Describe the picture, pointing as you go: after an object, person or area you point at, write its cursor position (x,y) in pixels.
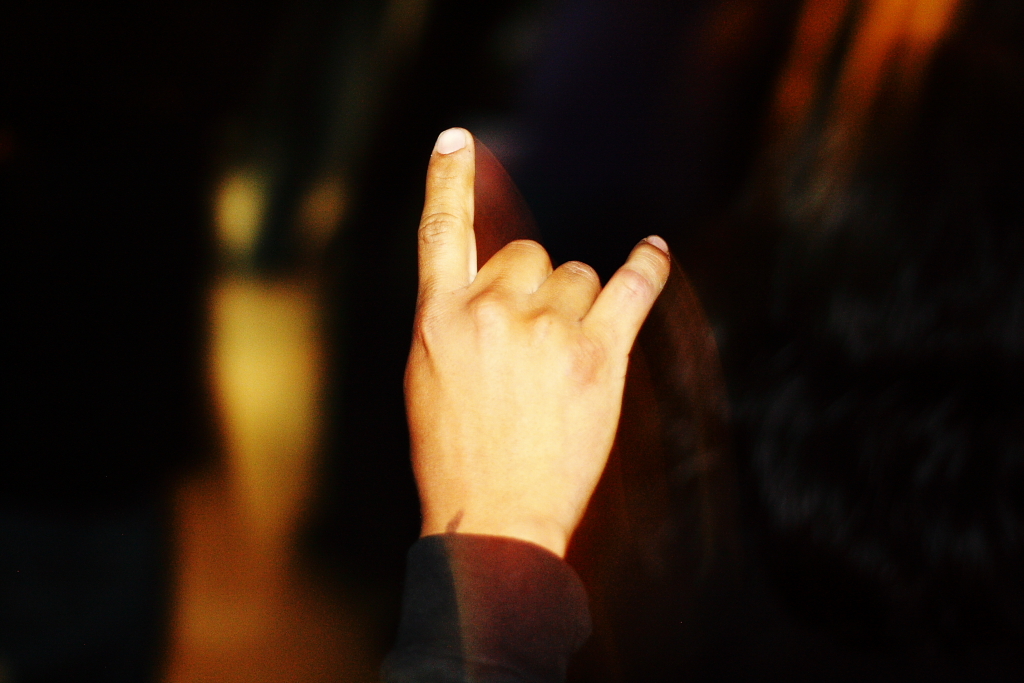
In this image we can see a person's hand (550,531).
